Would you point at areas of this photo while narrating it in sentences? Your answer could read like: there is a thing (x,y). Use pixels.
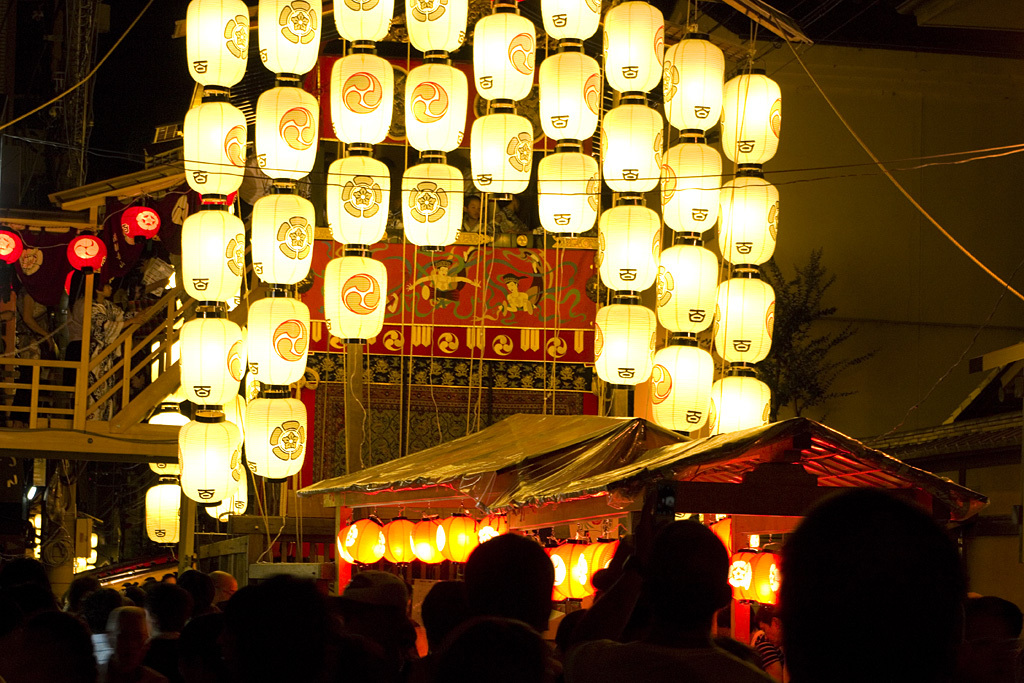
In the image there are many lights (384,192) hanging to the ropes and the front there are many people (39,668) walking, there are two stalls (562,485) on the right side (793,472), this is clicked in the street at night time, in the back (920,48) it seems to be building (58,394).
